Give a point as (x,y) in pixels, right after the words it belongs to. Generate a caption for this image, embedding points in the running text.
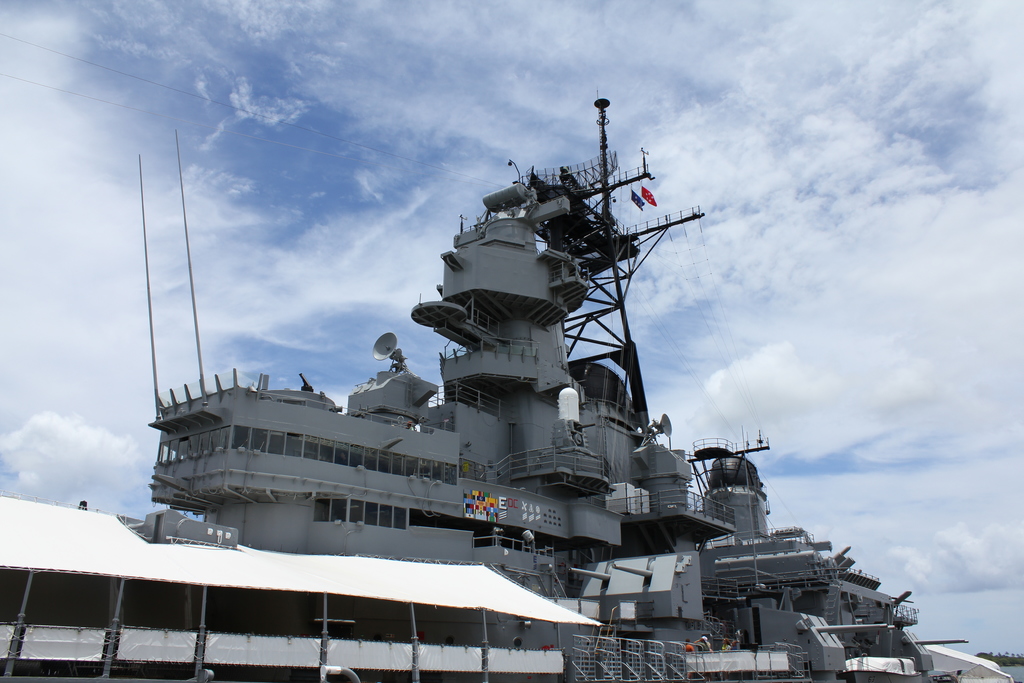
Here we can see a battleship (561,495) and we can also see poles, fences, tent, posters (472,502) on the metal wall (556,528), flags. In the background (848,538) there are trees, water (1016,676) and clouds (495,49) in the sky (221,39).
